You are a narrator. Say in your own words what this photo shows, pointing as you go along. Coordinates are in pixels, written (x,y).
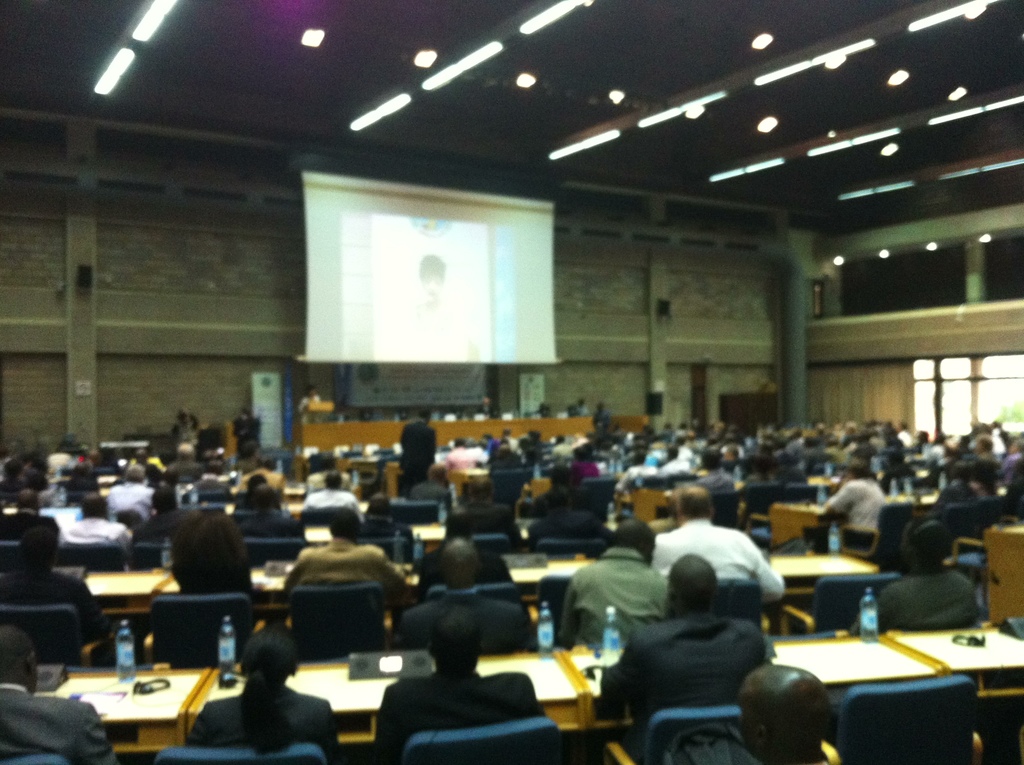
Top of the image (990,104) we can see the lights (959,111). People (762,470) are sitting on chairs (565,548), in-front of them there are tables (1016,653), on these tables (485,655) there are bottles (223,645) and objects (228,683). Here we can see a screen (435,302).
